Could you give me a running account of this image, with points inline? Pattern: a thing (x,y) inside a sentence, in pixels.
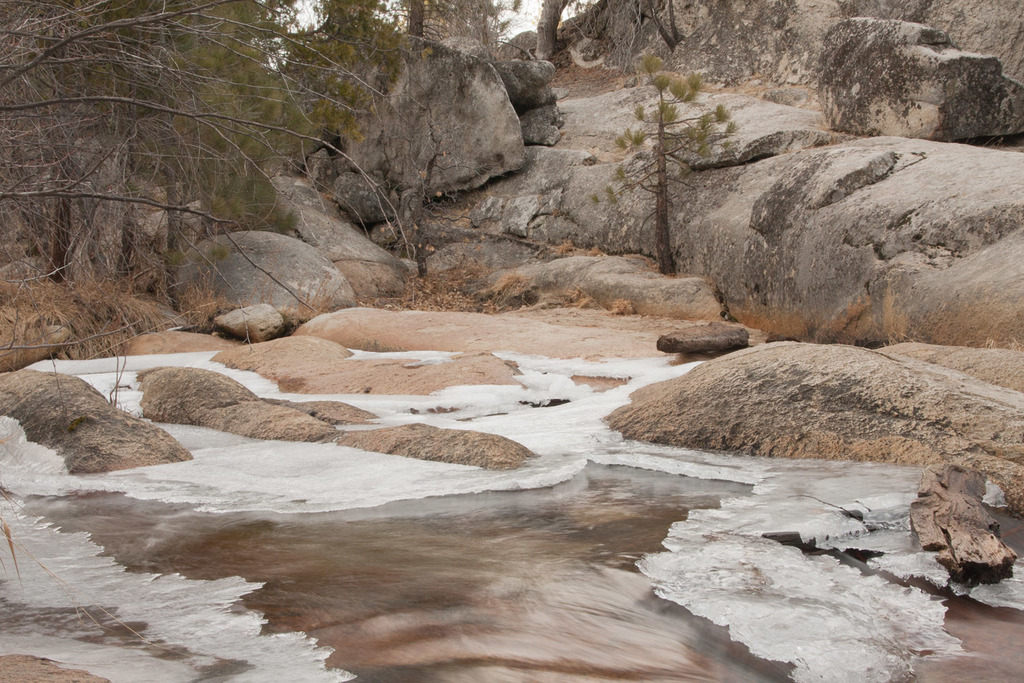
There is water (477,643) on which, there is ice (450,407). On the top left (34,26), there is a tree (5,72). In the background (291,301), there are trees (437,11) and there are rocks (793,34) on the hill (748,203) and there is sky (533,13).
